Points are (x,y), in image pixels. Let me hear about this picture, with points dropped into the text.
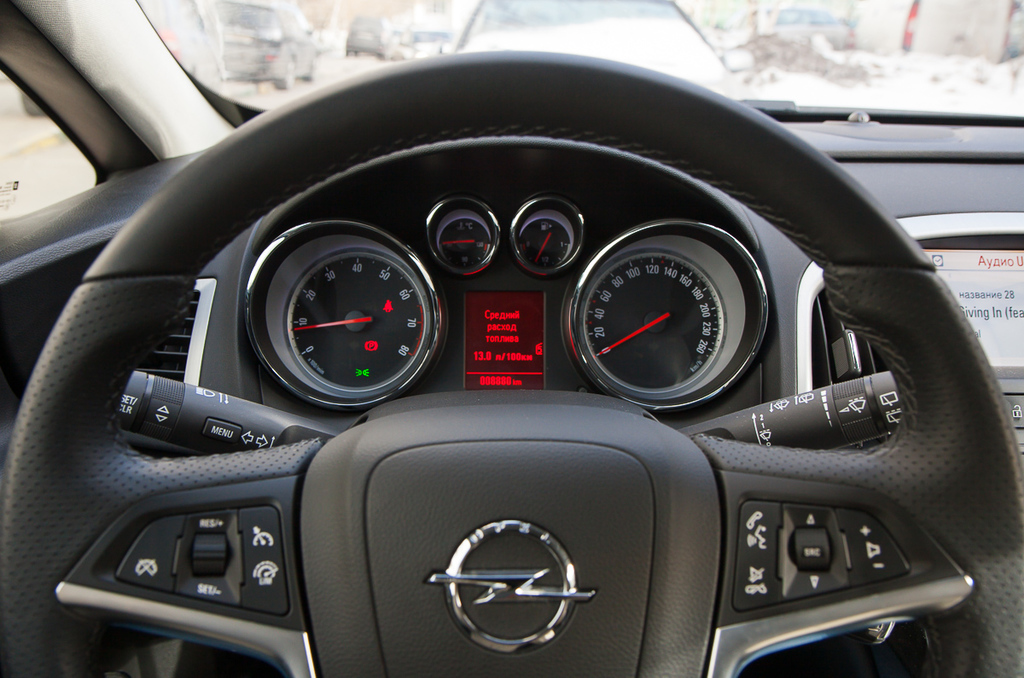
Here there are cars (221,19), this is steering (726,625) and ac vents (850,351), this is speedometer (627,319), this is digital screen (499,343), these are buttons (242,569).
